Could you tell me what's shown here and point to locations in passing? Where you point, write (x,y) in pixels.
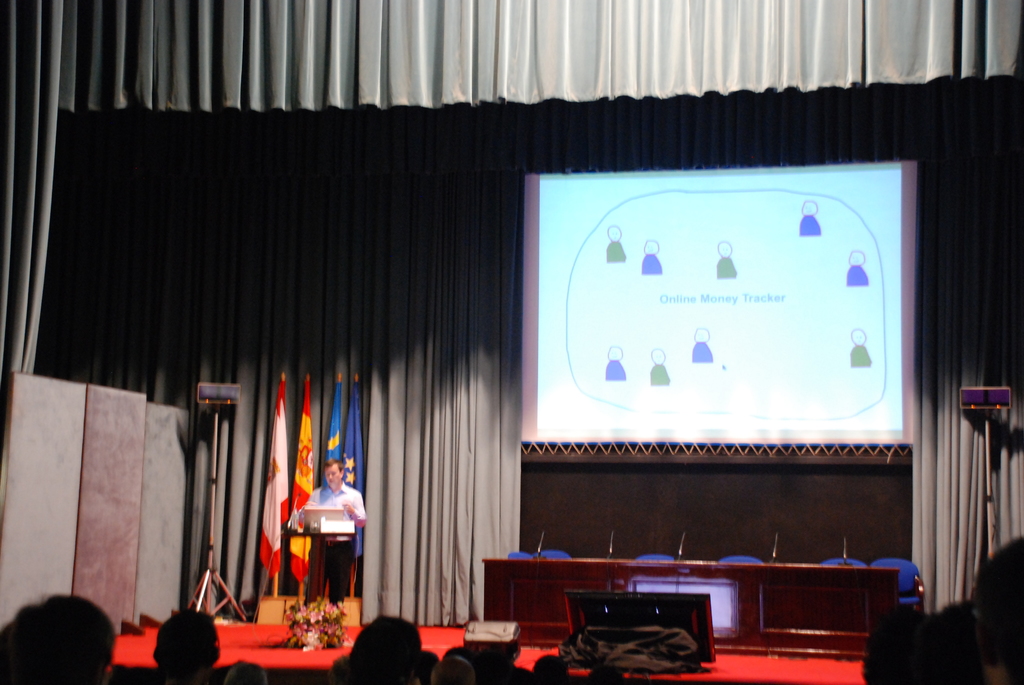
In this image we can see this person (330,573) is standing on the stage (276,629) near the podium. Here we can see the table (817,586), chairs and mics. In the background (449,385), we can see projector screen (599,323), curtains (495,389), flags (298,455) and light stand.
